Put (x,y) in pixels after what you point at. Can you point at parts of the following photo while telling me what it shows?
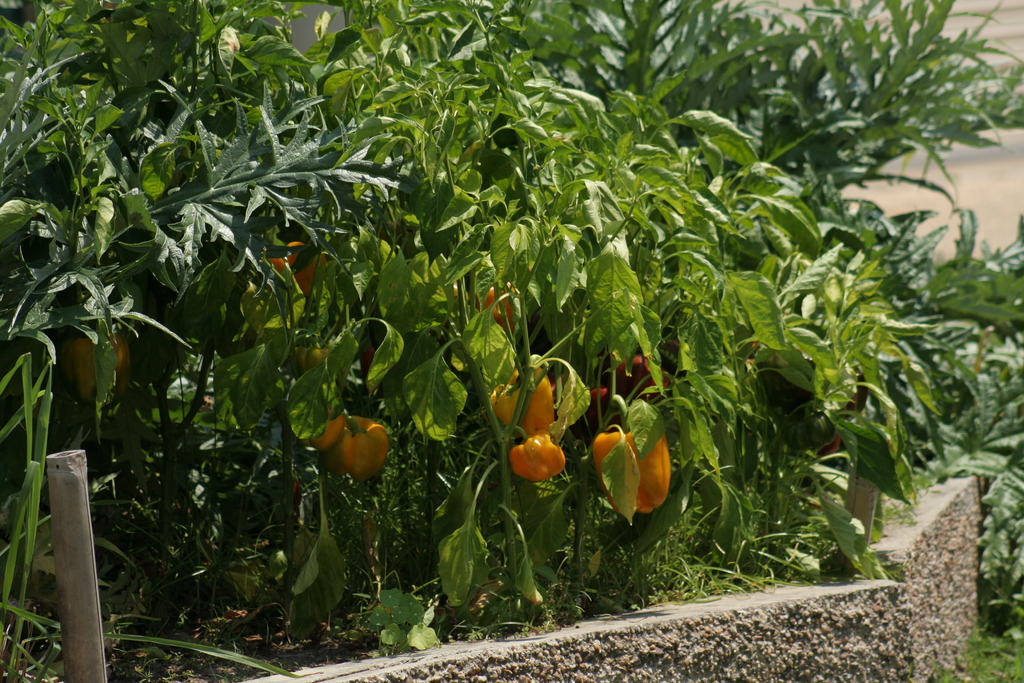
In this picture I can see the capsicums (625,428) and plants (606,267) in the middle (420,394), on the left side (65,590) it looks like an iron rod (76,608), at the bottom (884,668) there are stones (761,619).
